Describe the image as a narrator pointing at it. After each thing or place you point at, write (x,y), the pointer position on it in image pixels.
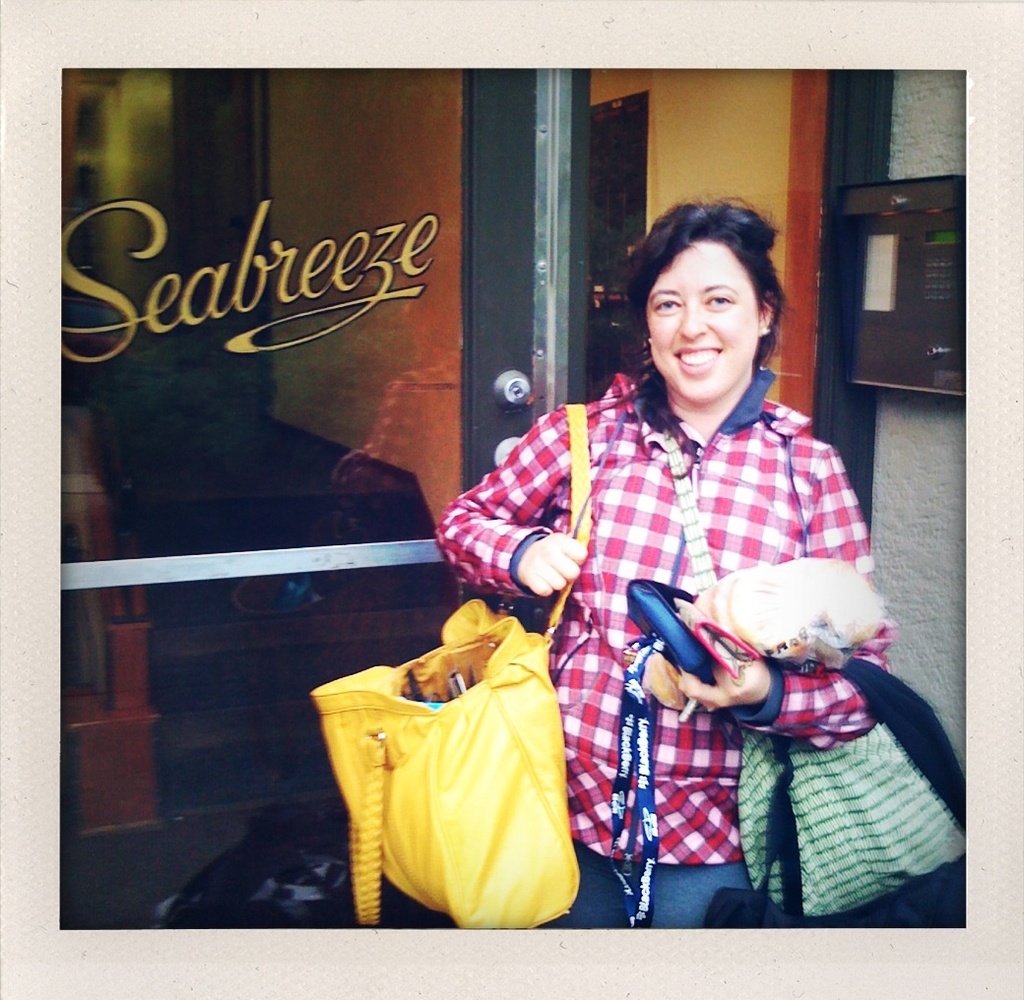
In this image, we can see a person (773,709) holding some objects (763,800). We can also see the wall (958,593) with some objects (949,372). We can see the glass door (450,267) with some text (261,230). We can also see the ground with some objects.
